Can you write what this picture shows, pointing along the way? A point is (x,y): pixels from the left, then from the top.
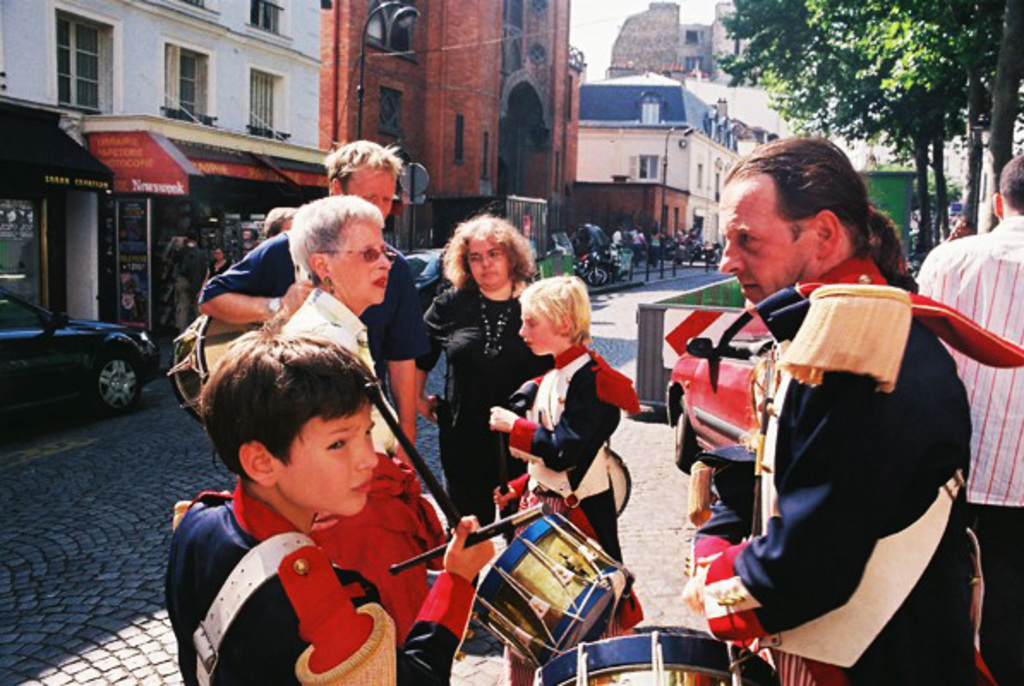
In the middle of the image (404,361) few people (998,569) are standing on the road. Top right side of the image (874,80) there are some trees (863,63). Top left side of the image (223,77) there are some buildings (281,53). Bottom left side of the image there is a vehicle (107,363).
